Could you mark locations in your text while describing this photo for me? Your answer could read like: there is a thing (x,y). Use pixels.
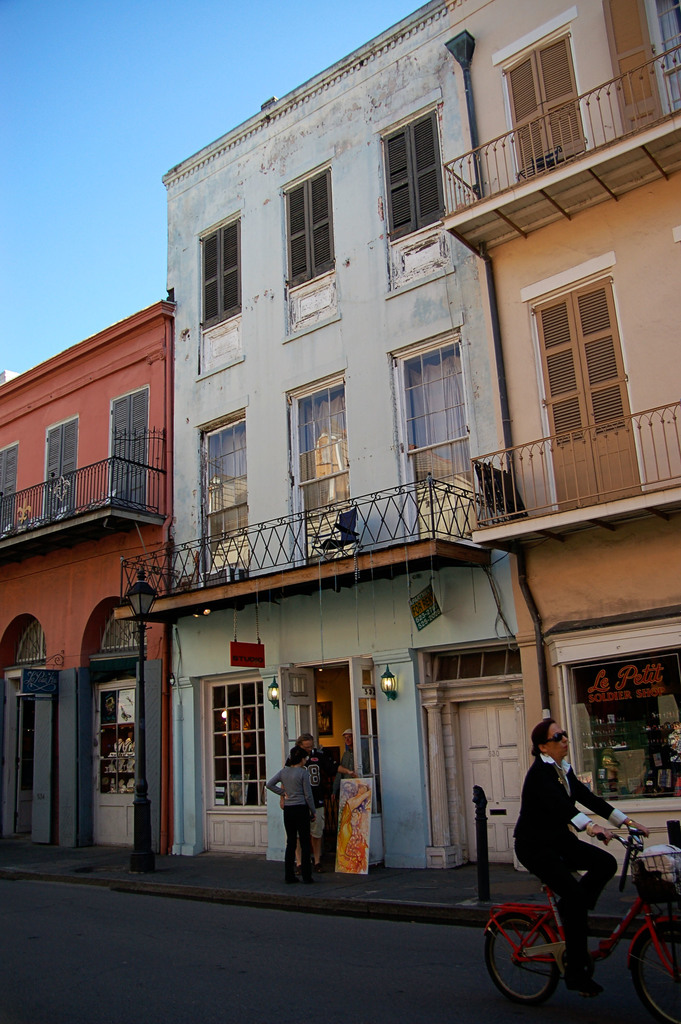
As we can see in the image there is a sky (92,148), buildings (258,602), road (70,928) and a woman (574,882) riding bicycle (529,953).
